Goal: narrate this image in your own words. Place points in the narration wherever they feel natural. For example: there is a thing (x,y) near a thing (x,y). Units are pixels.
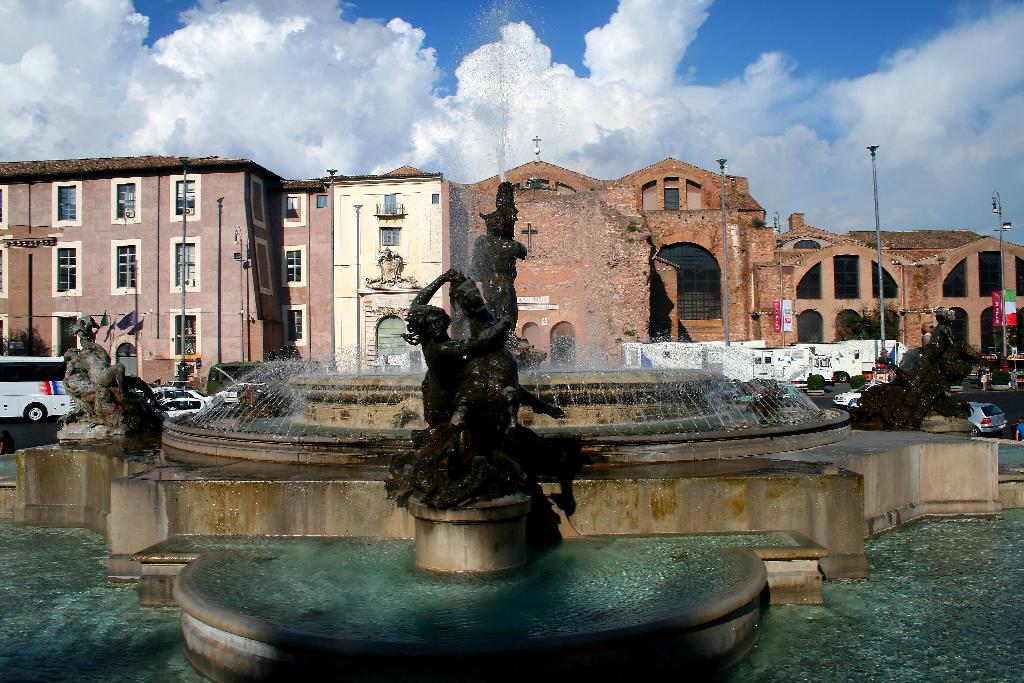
In the image we can see there is a statue (469,380) standing and it's a fountain (442,491). Behind there are buildings (612,258) and there are cars (980,422) parked on the road (50,432).
